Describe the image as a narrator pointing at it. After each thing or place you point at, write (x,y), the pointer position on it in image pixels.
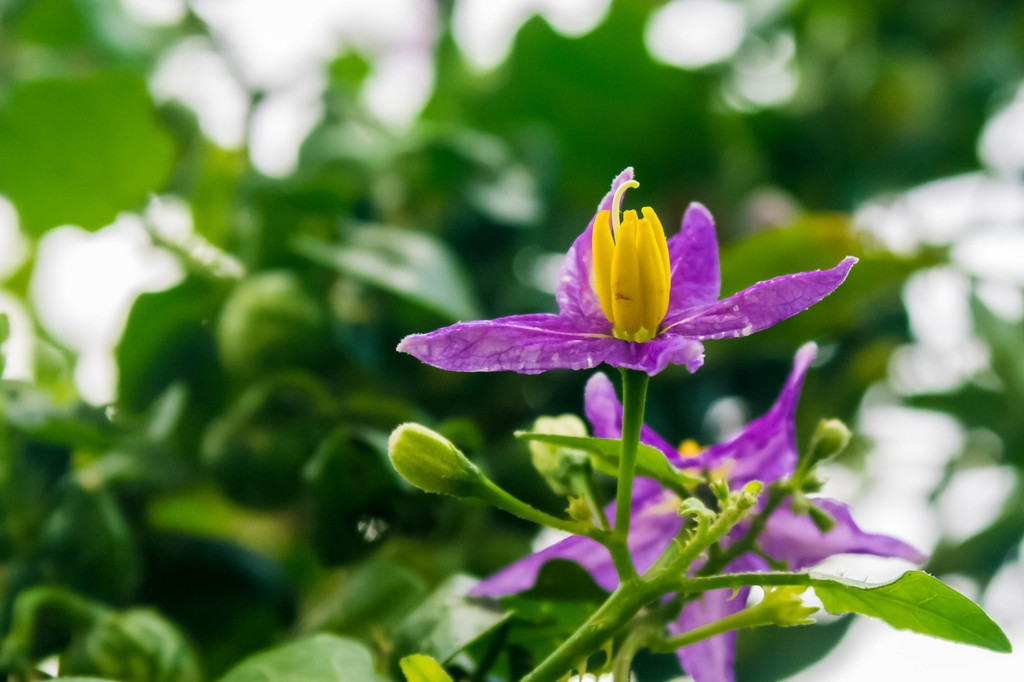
On the right side (708,255) these are the flowers (605,559) in purple color, on the left side (24,306) these are the leaves (387,254).
